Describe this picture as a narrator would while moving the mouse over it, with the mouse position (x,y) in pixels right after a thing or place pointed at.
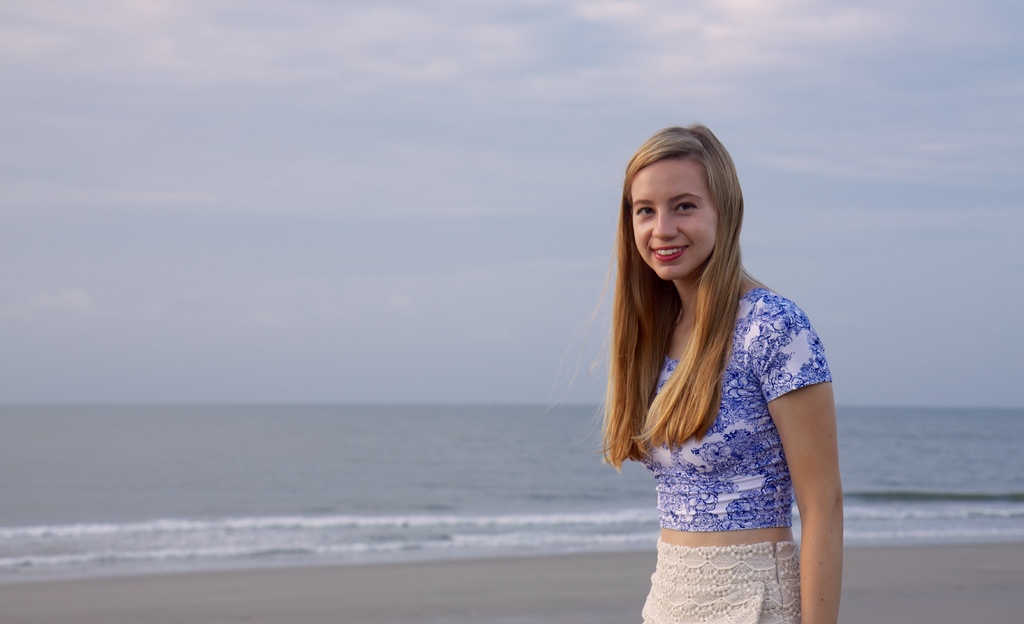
In this picture we can see a girl (624,411) smiling and in the background (256,423) we can see water (973,432), sky (466,256) with clouds (351,195).
